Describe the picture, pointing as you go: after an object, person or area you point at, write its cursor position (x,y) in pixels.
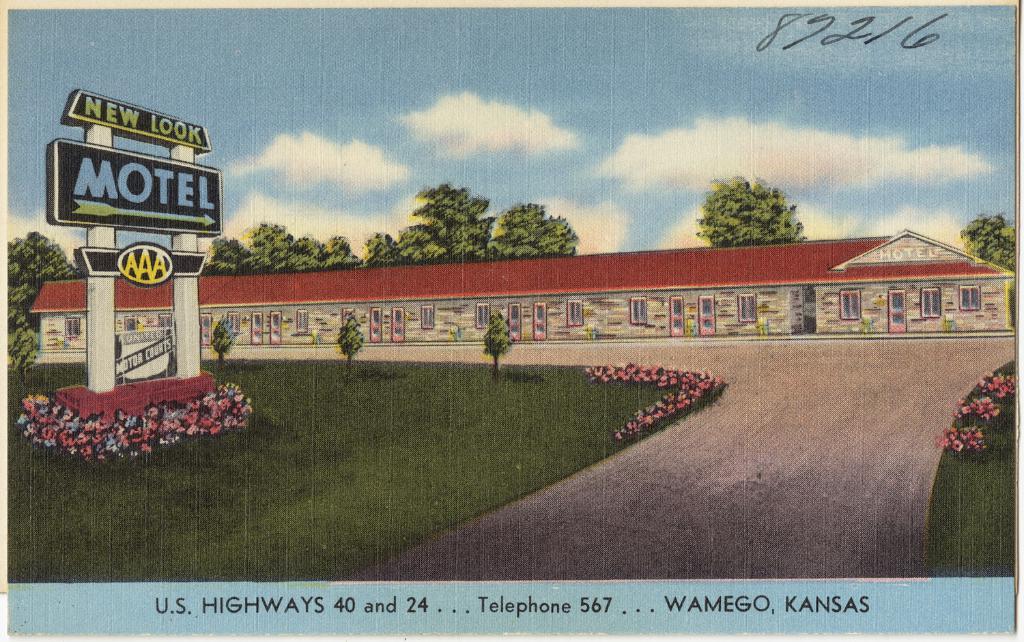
In this image I can see a board (104,218) which is in black color attached to the pillar (106,300), background (573,322) I can see a building (157,301) in red and white color, trees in green color and the sky (481,151) is in blue and white color.
